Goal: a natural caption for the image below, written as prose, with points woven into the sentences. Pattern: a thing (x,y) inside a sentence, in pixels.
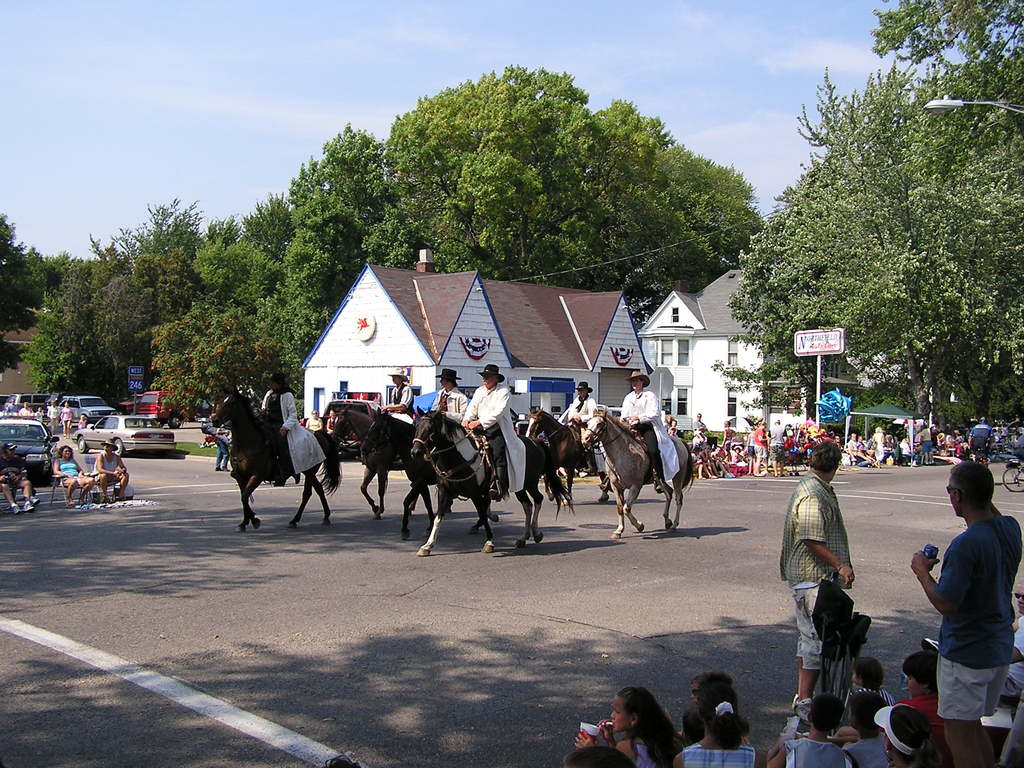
In this image I see number of people (709,449) in which few of them are sitting on horses (556,441) and I see the road (626,545) and I see number of vehicles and I see houses (558,350) over here and I see number of trees (851,216). In the background (49,120) I see the clear sky (84,90) and I see a board (841,337) on this pole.
